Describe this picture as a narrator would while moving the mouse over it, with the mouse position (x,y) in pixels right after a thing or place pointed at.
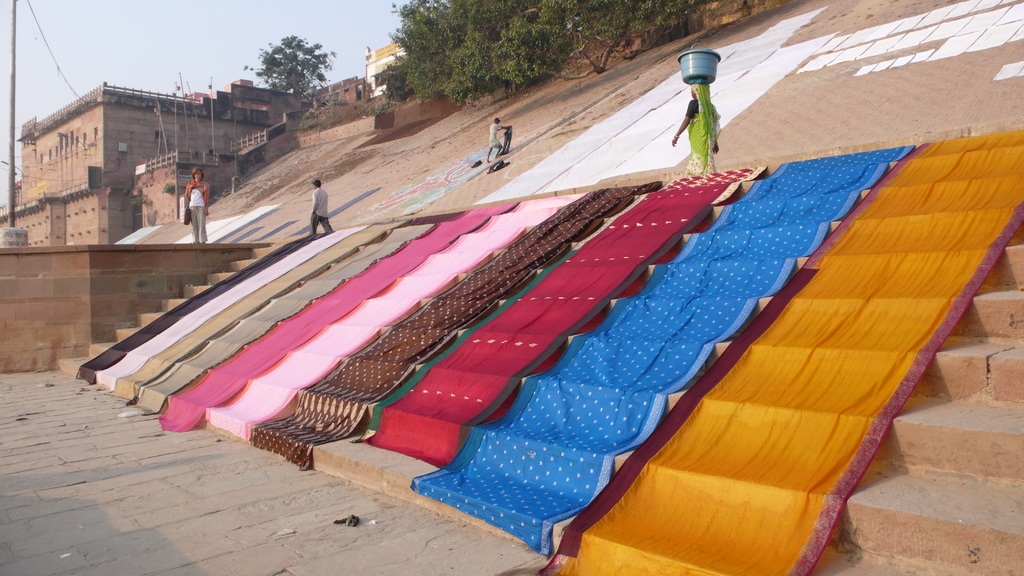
In this image we can see a few buildings (378,90) on the left side of the image (278,137) and we can see some trees (478,33). There are few people (697,162) and we can see the stairs (888,505) on which some clothes (373,330) are kept for drying and in the top left side of the image (84,83) we can see the sky (246,53).
